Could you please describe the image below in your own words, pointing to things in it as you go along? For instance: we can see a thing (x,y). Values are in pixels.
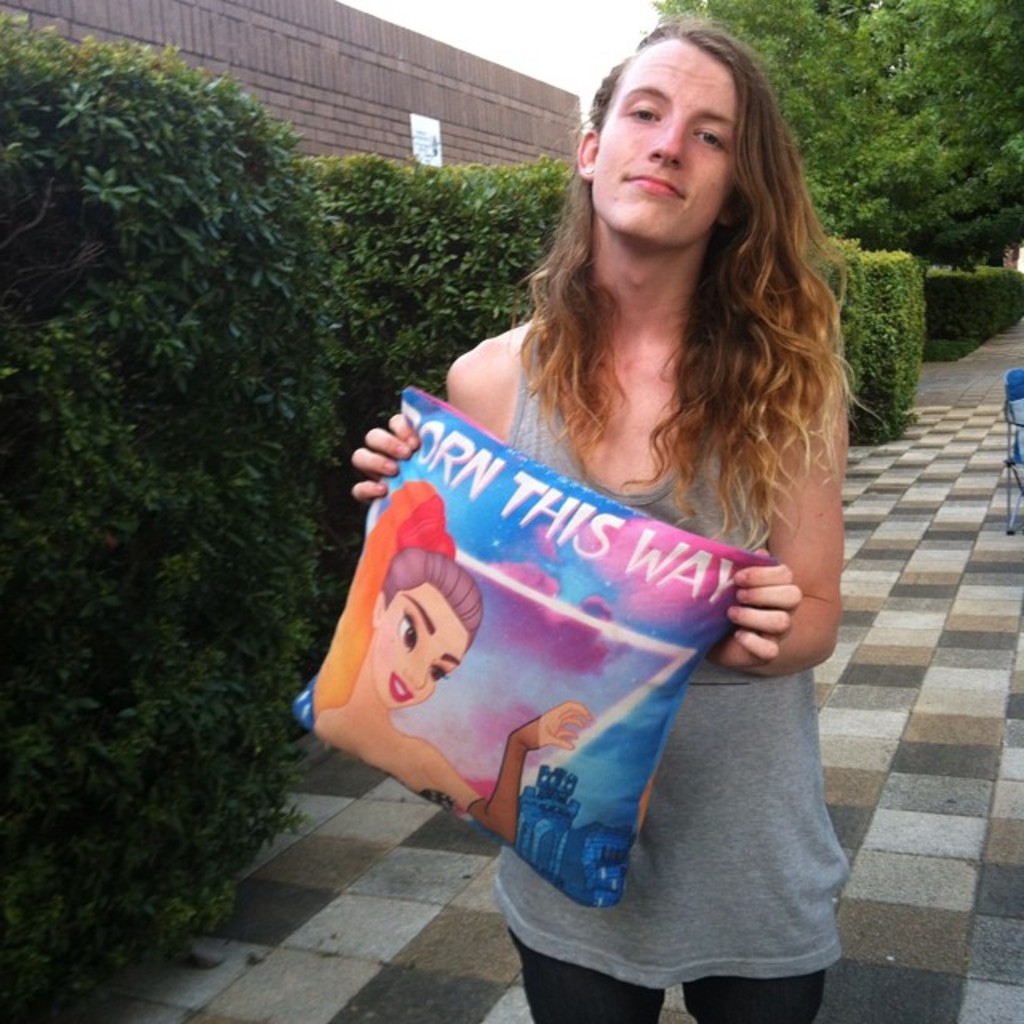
In the image there is a woman (668,488), she is holding a pillow (376,663) in her hand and on the left side (153,527) there are many plants (263,297). The woman (685,910) is standing on a pavement (873,535).
